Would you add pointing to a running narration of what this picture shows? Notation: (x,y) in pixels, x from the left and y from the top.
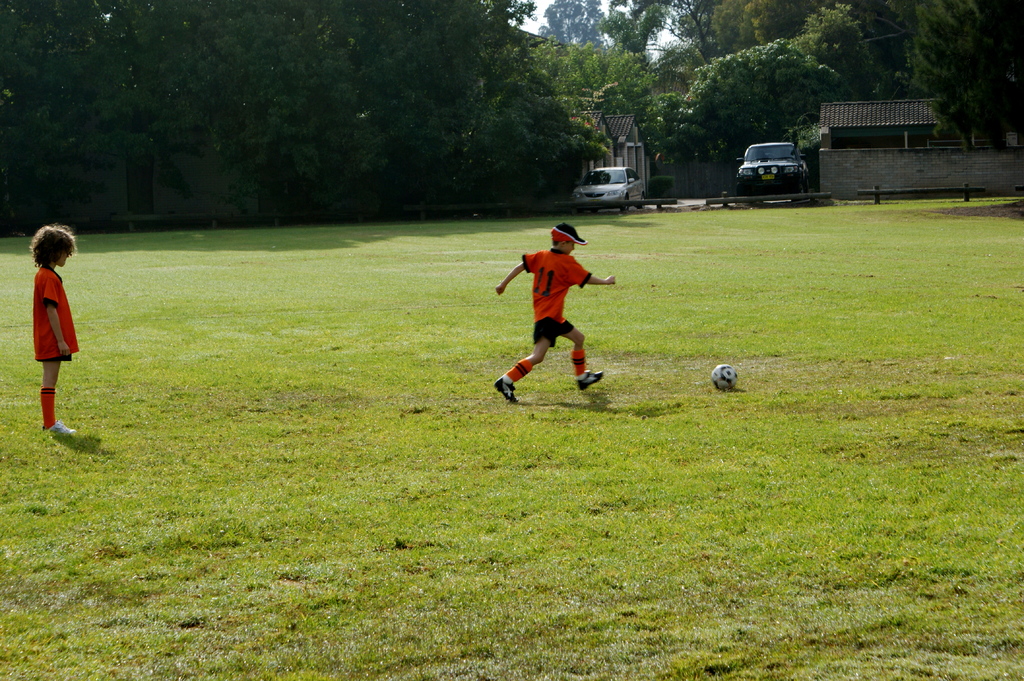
In this image we can see two children (558,256), ball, ground (737,476), benches (638,204), cars (622,201), houses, trees (717,148), and sky (526,19).
